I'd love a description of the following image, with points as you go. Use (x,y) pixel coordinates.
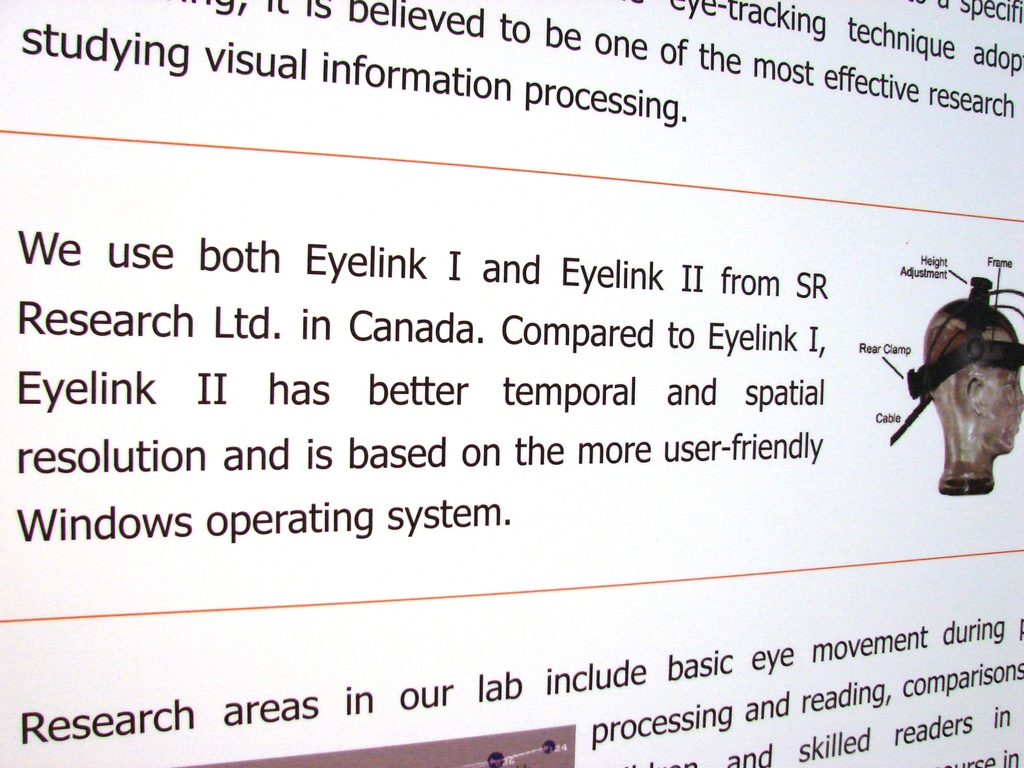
In the picture there is a poster (509,498) with the text (46,713).
